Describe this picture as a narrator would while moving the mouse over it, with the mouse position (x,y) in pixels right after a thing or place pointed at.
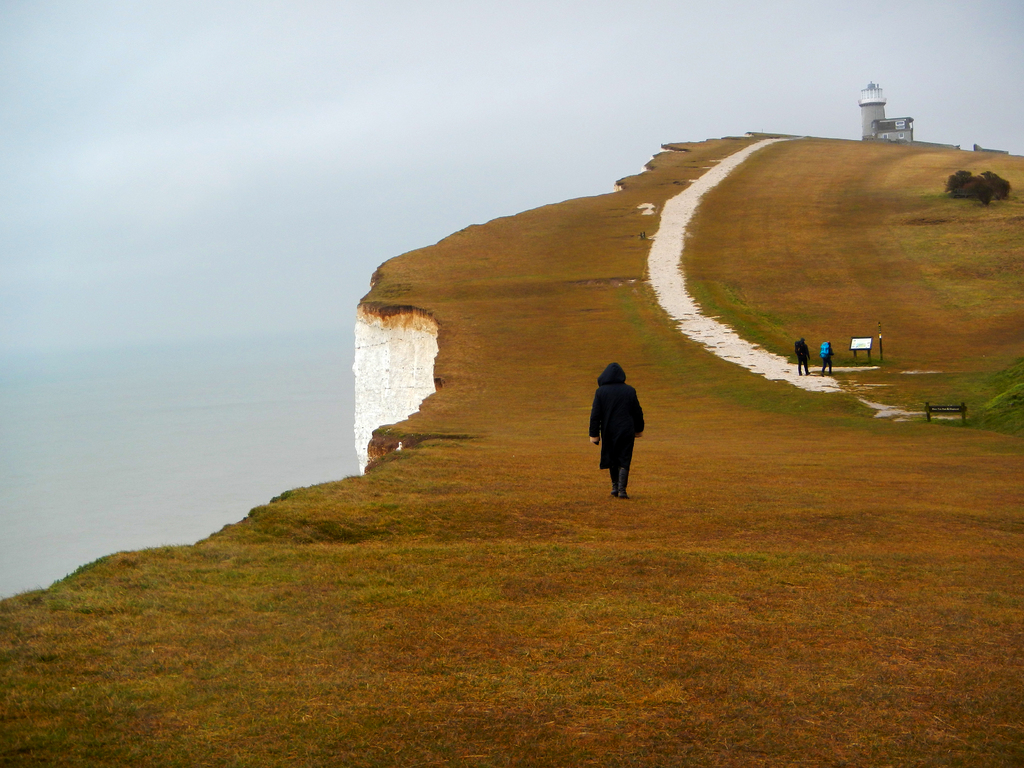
In this image there are few people (614,435) on the ground (808,383). In the background (881,111) there is a tower (878,98). This are bench (940,409), board (861,349). This is a tree (969,197). The place like it is very high from the sea level.
